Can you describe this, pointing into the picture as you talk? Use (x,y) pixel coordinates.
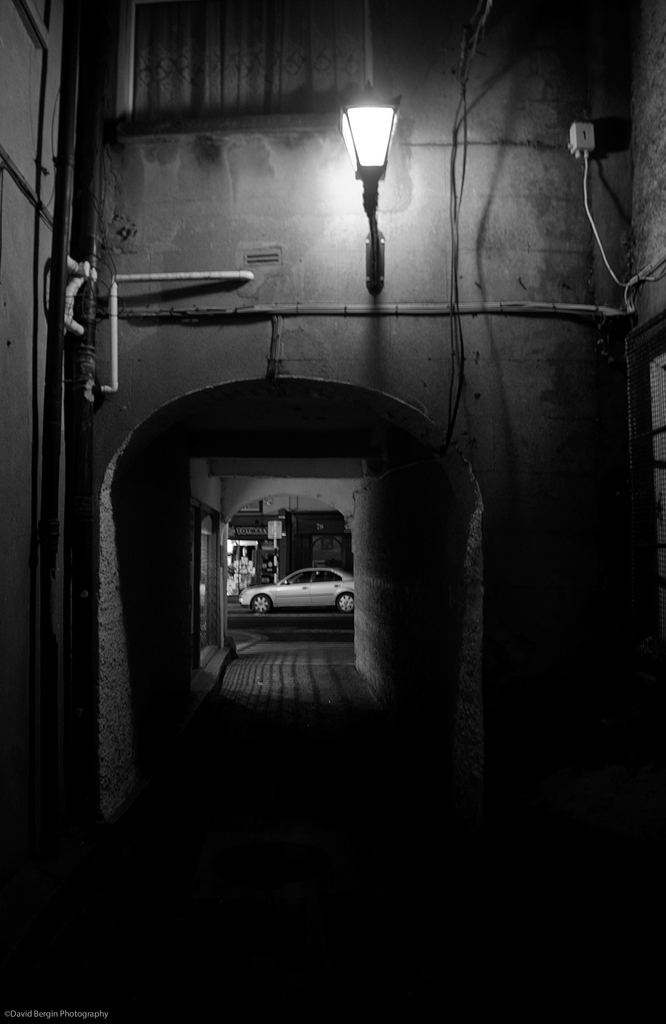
In this image, we can see a wall (553,423), pipes (36,353), wires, light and walkway (281,729). Background (253,600) we can see a car (282,603) on the road (274,634), Here there is a shop (272,551) and hoarding (250,534). Top of the image (180,49), there is a window (247,87), pole (277,560), board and curtain (264,53). Left side (35,1018) bottom, we can see watermark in the image.
